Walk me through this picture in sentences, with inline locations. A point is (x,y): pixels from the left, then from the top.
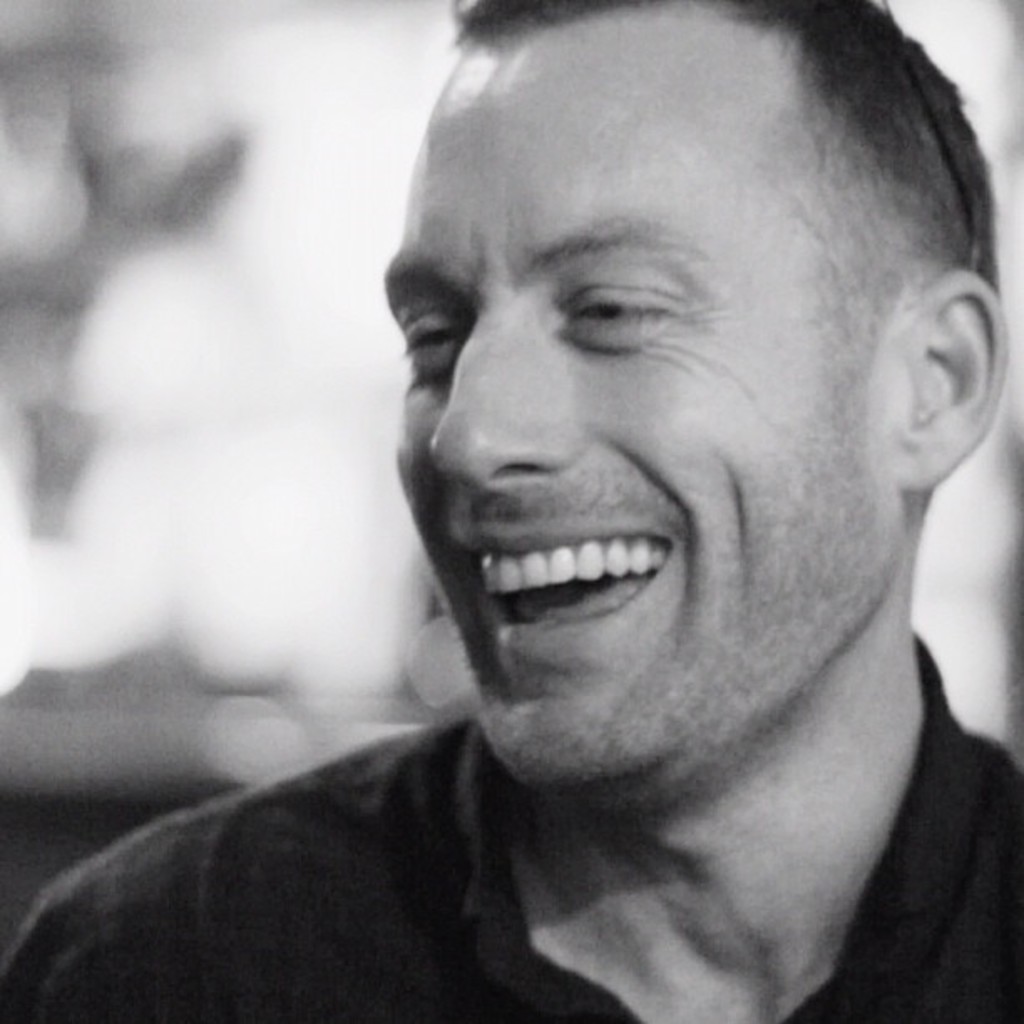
In this picture we can see a person (880,604), he is smiling and in the background (269,662) we can see it is blurry.
